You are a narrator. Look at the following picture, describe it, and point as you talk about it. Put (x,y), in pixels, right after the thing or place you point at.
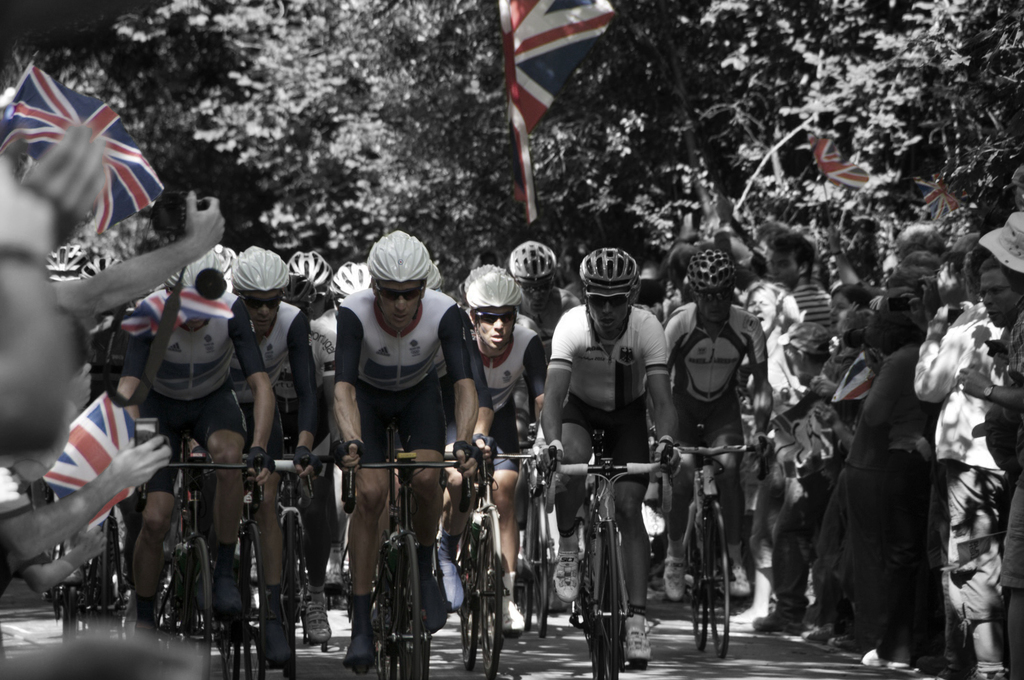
In this picture there are many men (543,357) cycling a bicycle (188,487), wearing a helmets (249,282) and a spectacles (407,296). There are some people (970,427) standing on the side of the road (875,464) and watching them with flags (854,170), holding in their hands (79,149). In the background (308,111) there are some trees (745,109).
